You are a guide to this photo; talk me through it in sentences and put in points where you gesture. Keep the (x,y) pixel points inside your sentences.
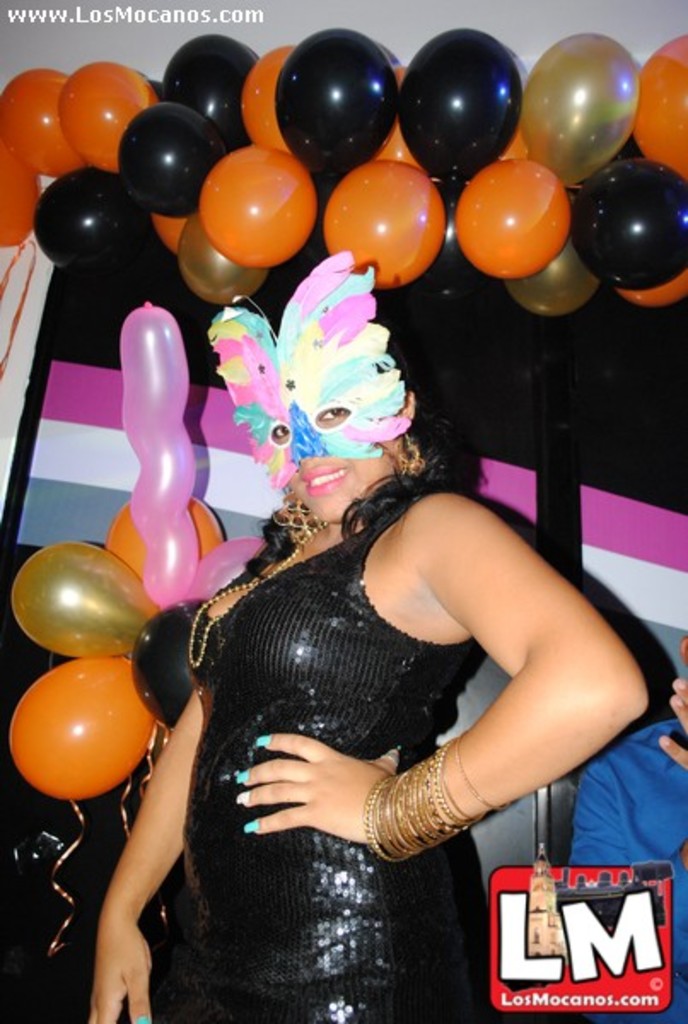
In this image I can see a woman (397,490) standing and wearing a face mask (302,437) and giving pose for the picture. At the top of the image (202,184) I can see some balloons (307,133) and in the right bottom corner (580,951) I can see some text (577,903).
